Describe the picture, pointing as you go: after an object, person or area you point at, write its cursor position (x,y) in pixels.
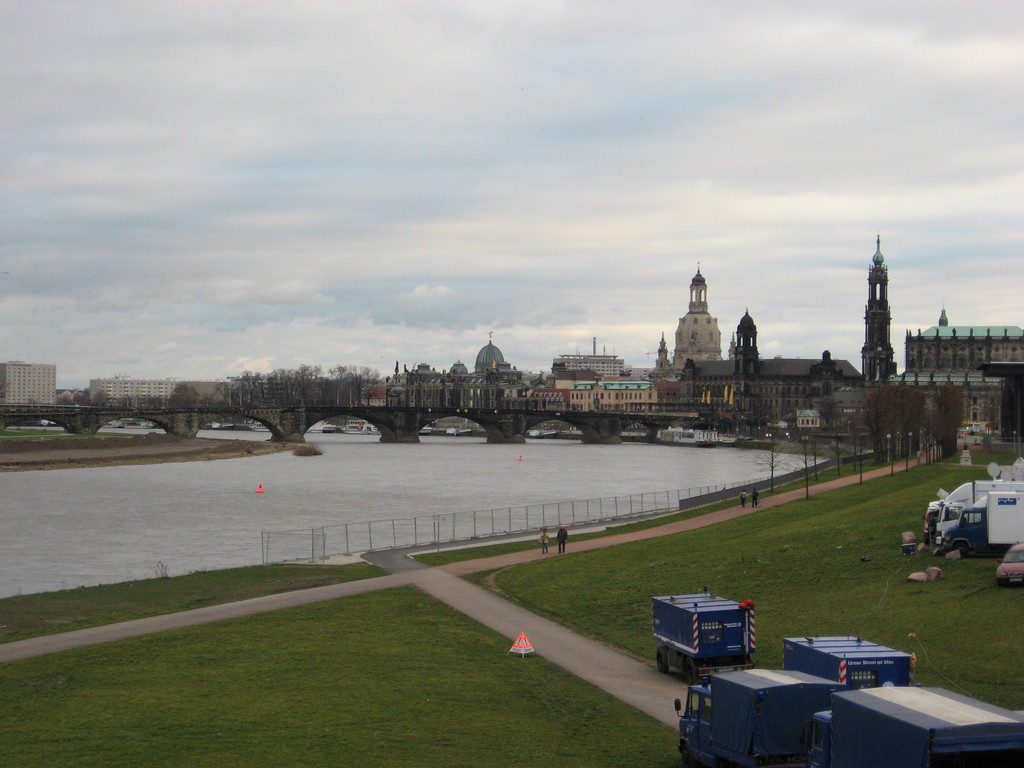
In this Image in the center (392,504) there is water (348,496). In the front (458,705) there's grass (463,705) on the ground (526,707) and there are vehicles (817,687). In the background (809,176) there are buildings (632,401) and the sky (447,212) is cloudy.
